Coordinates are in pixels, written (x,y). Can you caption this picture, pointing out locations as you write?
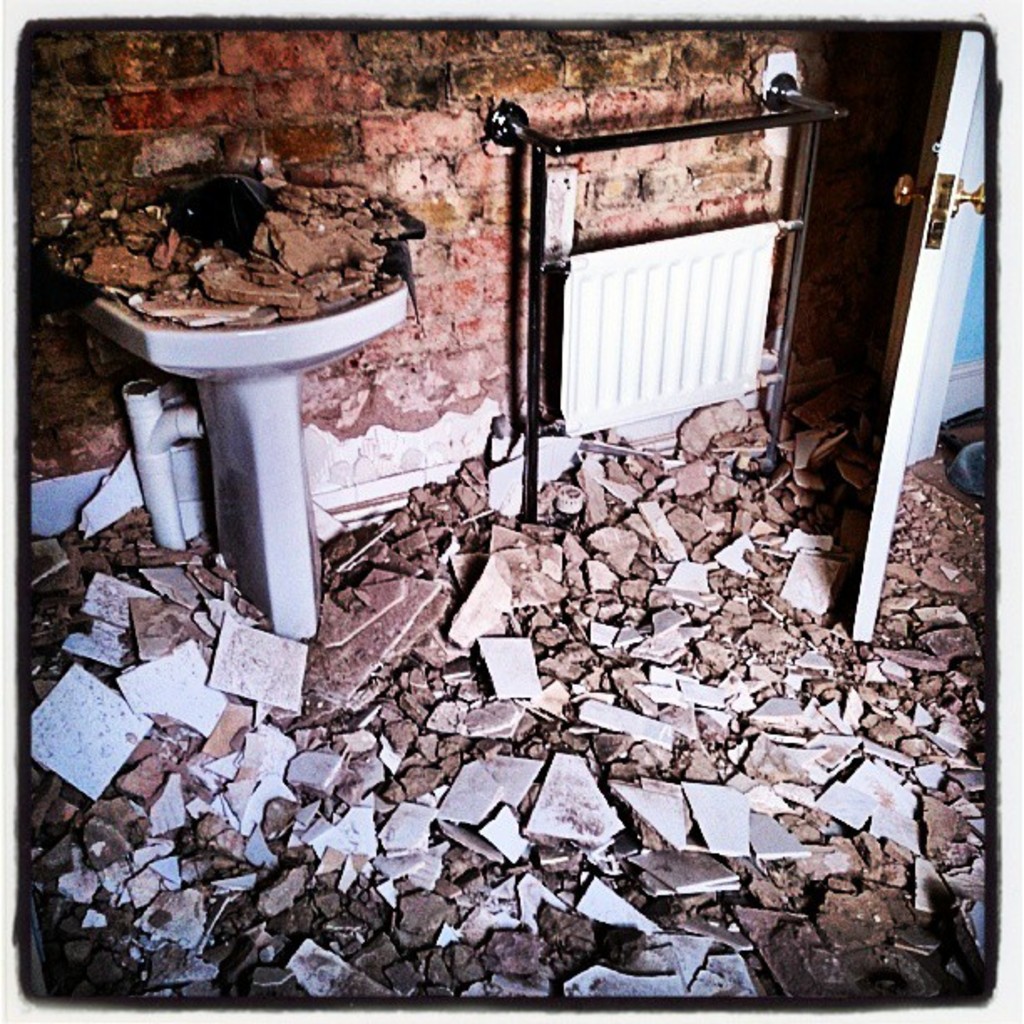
In the picture I can see a wash basin (279,393) which has few objects (204,257) placed on it in the left corner (265,258) and there are few broken tiles (383,767) below it and there is a door (935,256) in the right corner (936,244) and there is an object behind it.
